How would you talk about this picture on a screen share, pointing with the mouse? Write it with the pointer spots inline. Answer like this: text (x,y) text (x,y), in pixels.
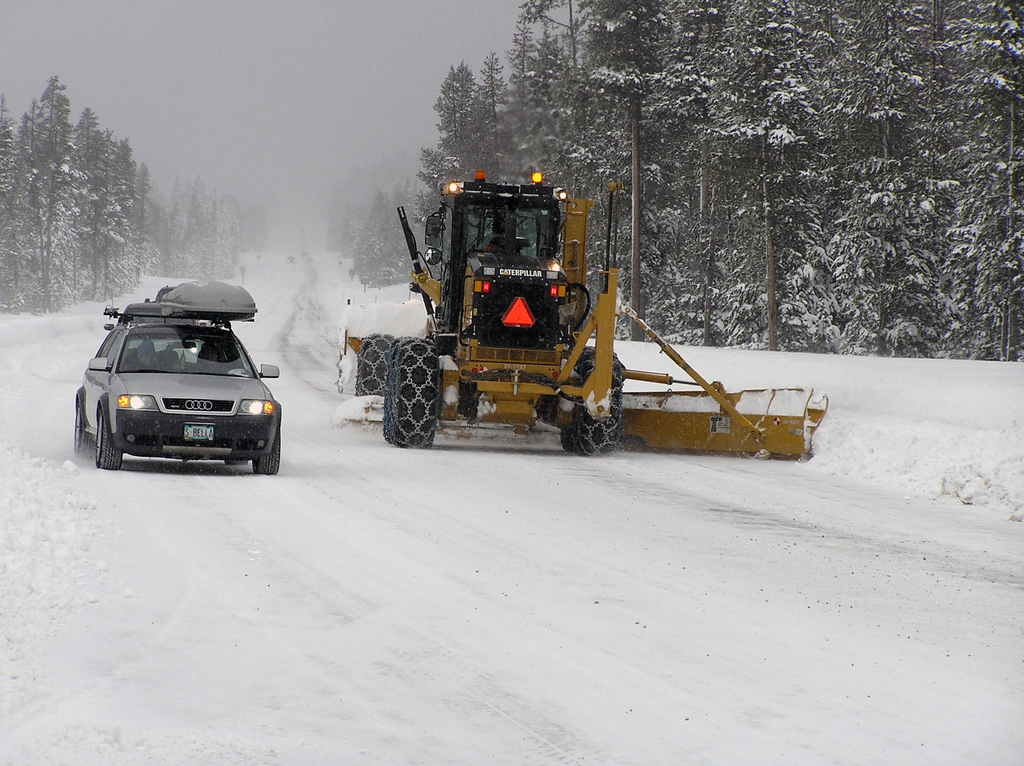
There is a road (269,617). On the road (451,549) there is snow (247,528). Also there is a vehicle (185,358) and a snowplow (510,358). On the sides there are trees (840,164) and is covered with snow (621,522).
